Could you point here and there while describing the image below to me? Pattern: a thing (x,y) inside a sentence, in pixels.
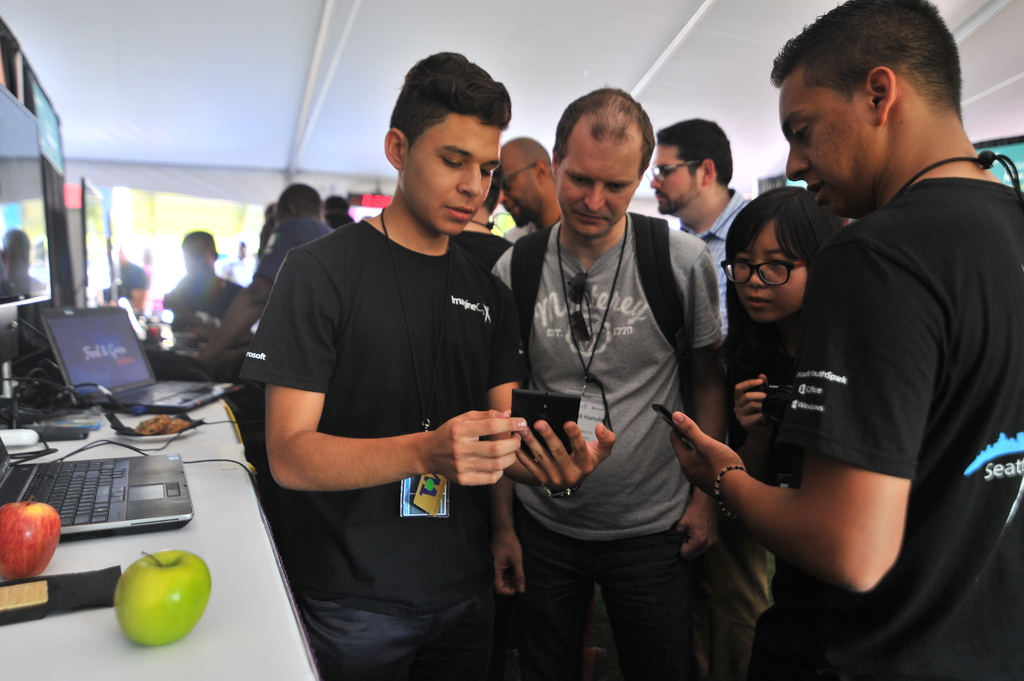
There are few people (518,357) standing and watching. Two people (573,428) are holding mobile phones (545,393) in their hands (503,418). This is the table (220,530) with two laptops (92,493), one red apple (24,533), one green apple (144,623), a plate (151,432), cables (35,387) and few other objects (89,422) on it. In the background (208,300), I can see few people (273,262) standing. These are the screens (22,209).
